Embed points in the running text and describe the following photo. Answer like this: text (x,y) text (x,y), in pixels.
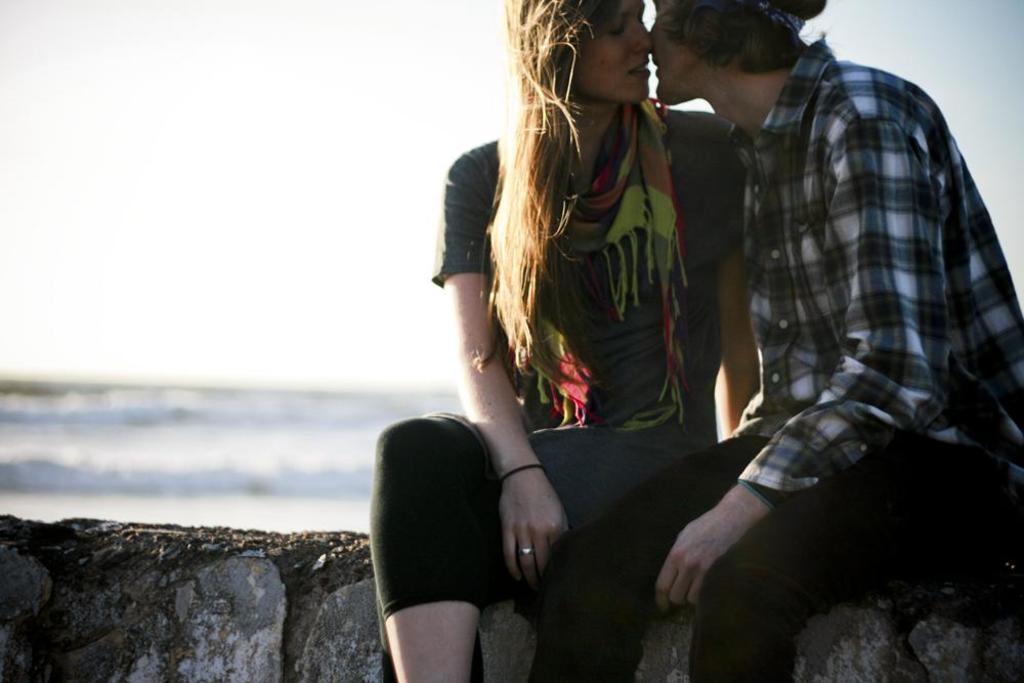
In this image, there are a few people (539,378) sitting. We can see the wall (145,673). In the background (210,415), we can see some water (154,455) and the sky (250,182).
